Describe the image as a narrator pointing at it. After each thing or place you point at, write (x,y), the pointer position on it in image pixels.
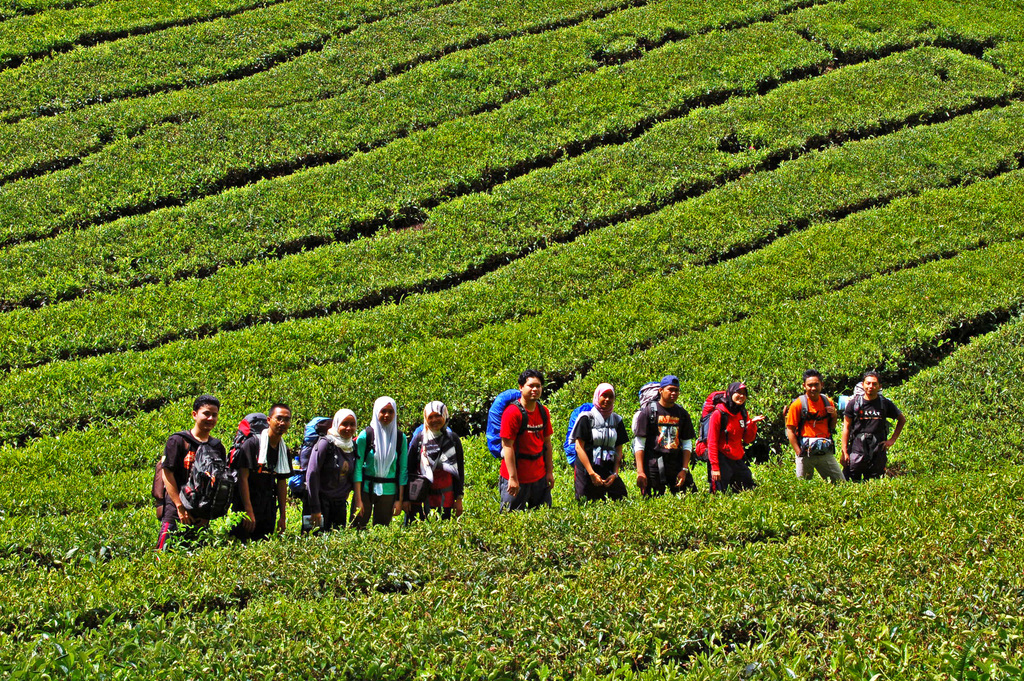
In the image there are few persons (439,462) standing in the middle (560,414) with plantation (540,243) on either side of it on the land (372,584).
